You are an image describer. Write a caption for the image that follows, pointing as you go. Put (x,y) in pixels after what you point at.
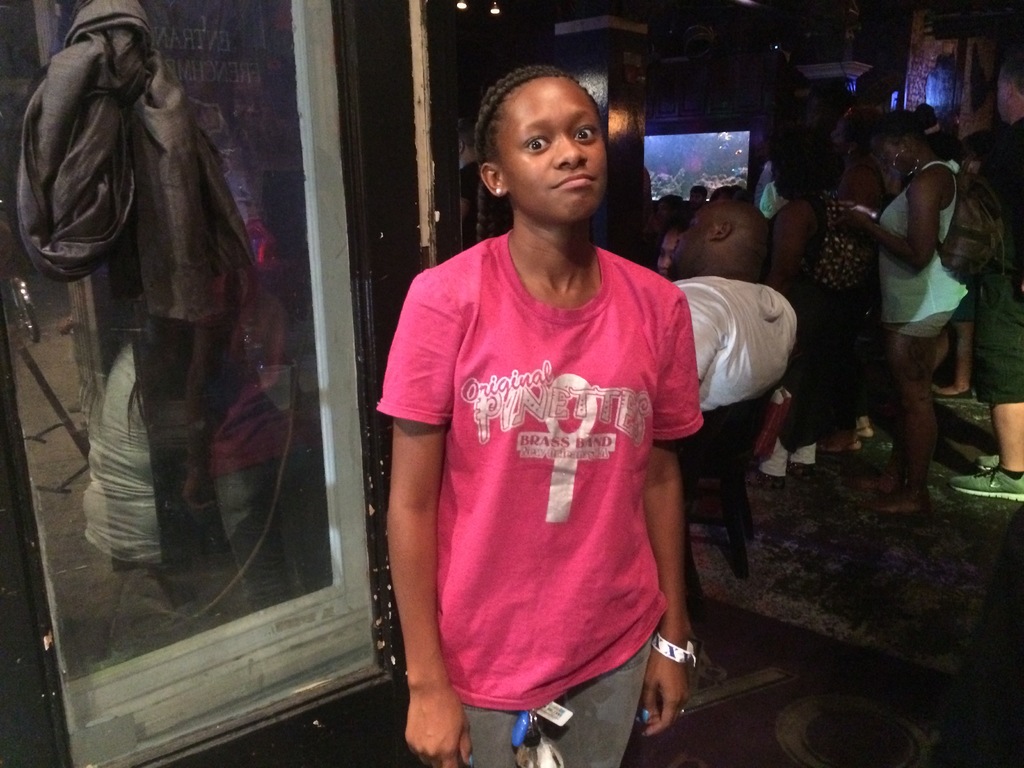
In this image I can see few people (889,134) are standing and few people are sitting. In the background (696,163) I can see the aquarium (701,151). In front (575,408) I can see the person (558,377) is standing and wearing pink and ash color dress (579,544). I can see the jacket (144,137) is attached to the glass (229,280) and I can see the reflection (169,363) of few objects (160,465) on the glass (205,564).
